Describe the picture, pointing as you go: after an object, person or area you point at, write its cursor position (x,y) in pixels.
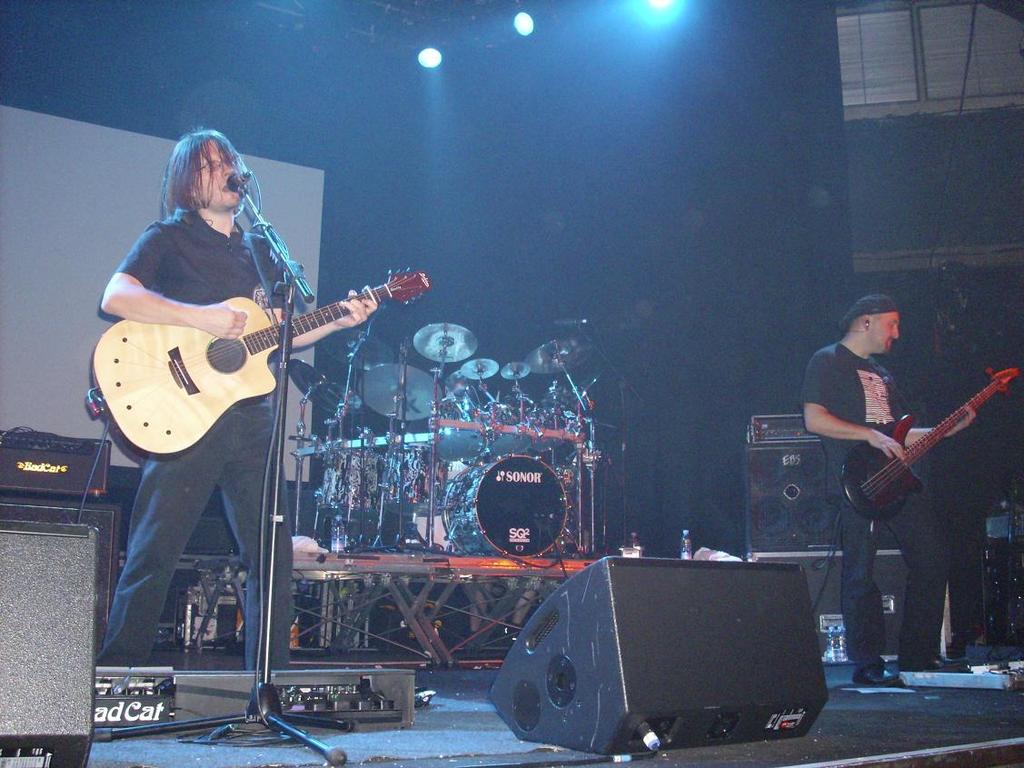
Background (382,88) is very dark At the top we can see lights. This is a board (120,252). Here we can see drums (451,388) with cymbals (378,397). These are electronic devices (50,473) and sound boxes (526,704). This is a platform (152,760). Here we can see two men (858,408) standing, holding guitars (120,361) in their hands (888,459) and playing. This man (217,182) is singing. He has a long hair (192,167).
